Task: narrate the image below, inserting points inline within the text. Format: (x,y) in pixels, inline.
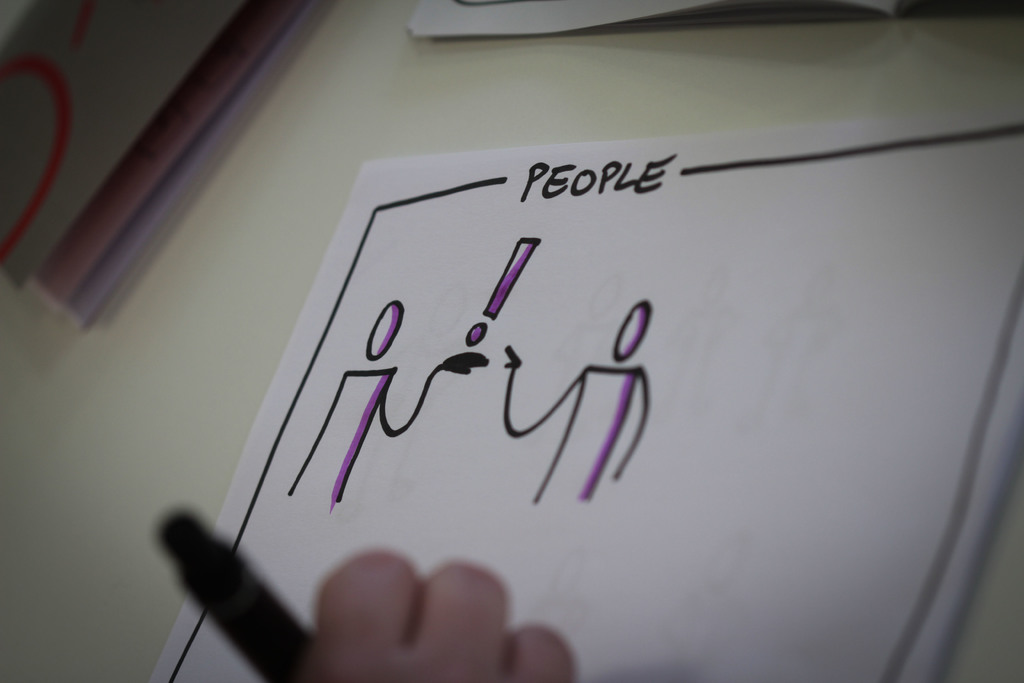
In this image I can see a white colour paper (515,258) and on it I can see sketches (644,307), borders (476,188) and on the top side of it I can see something is written. On the bottom side of this image (341,572) I can see hand (369,560) of a person (389,560) is holding a black colour thing (179,536). On the top side of this image (127,78) I can see few stuffs (255,65).
